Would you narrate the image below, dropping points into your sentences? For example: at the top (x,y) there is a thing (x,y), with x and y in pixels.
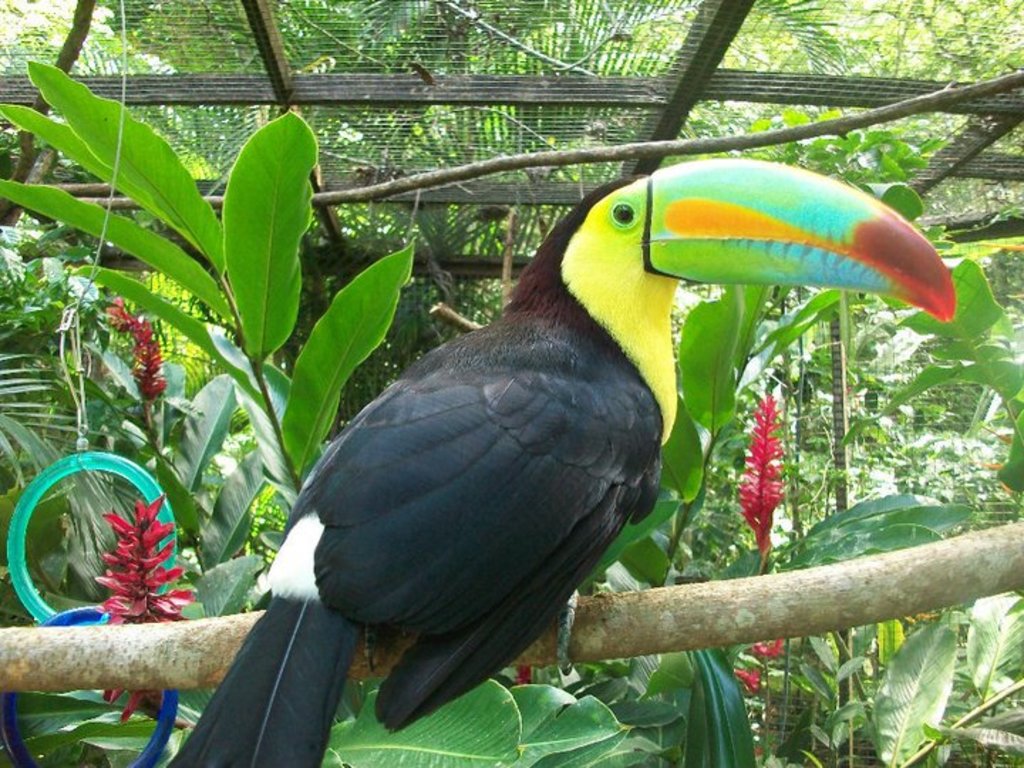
In the image there is a bird (369,590) sitting on the branch (596,602) and around the bird (382,489) there are many beautiful plants (379,336) and there is a roof (356,67) made up of a mesh (349,37) above the bird (292,597).
